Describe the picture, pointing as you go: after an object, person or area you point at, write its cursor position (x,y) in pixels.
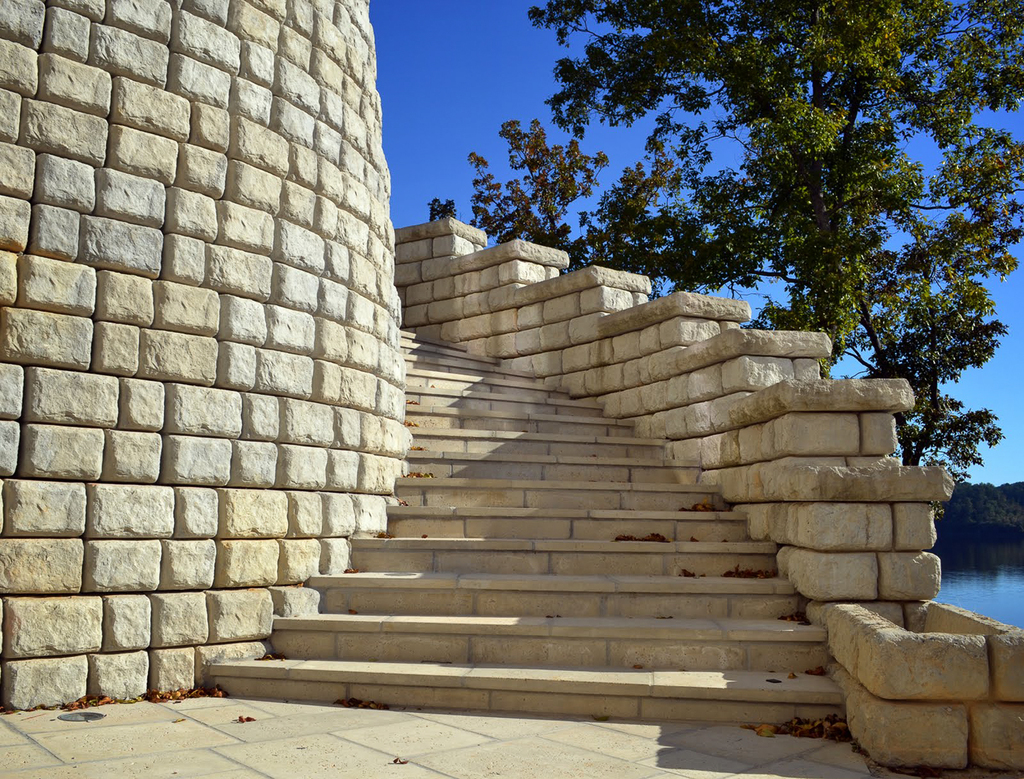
In this picture we can see walls (323,284), steps (423,518), leaves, trees (732,243), water (979,572) and in the background (551,91) we can see the sky (478,3).
